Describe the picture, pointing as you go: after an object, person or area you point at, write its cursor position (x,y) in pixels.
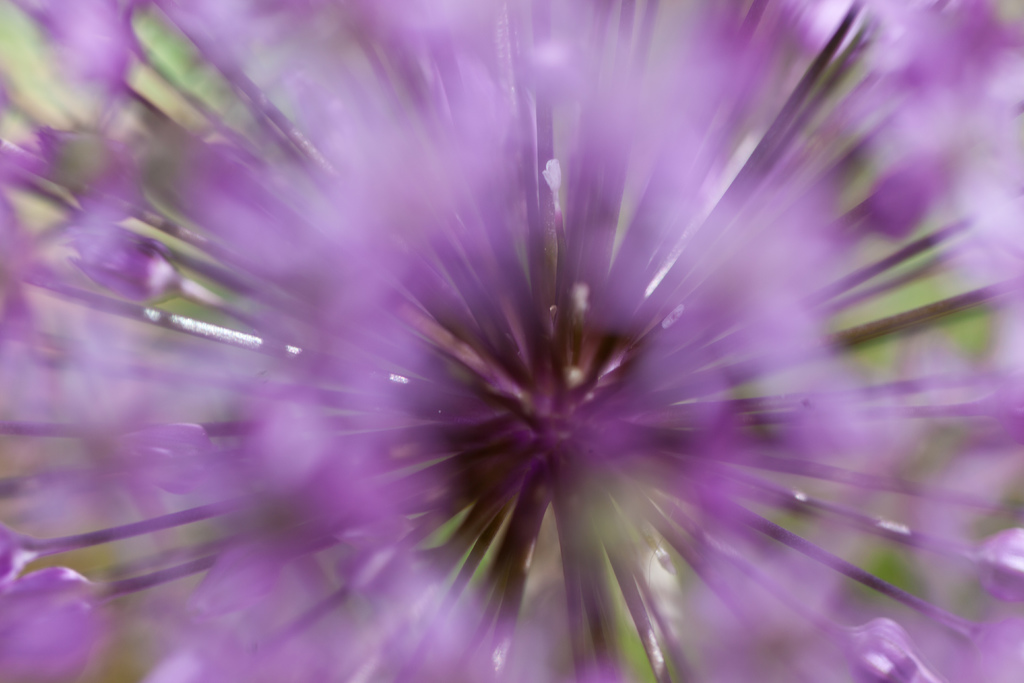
Here in this picture we can see a close up view of a flower (361,285) present.
